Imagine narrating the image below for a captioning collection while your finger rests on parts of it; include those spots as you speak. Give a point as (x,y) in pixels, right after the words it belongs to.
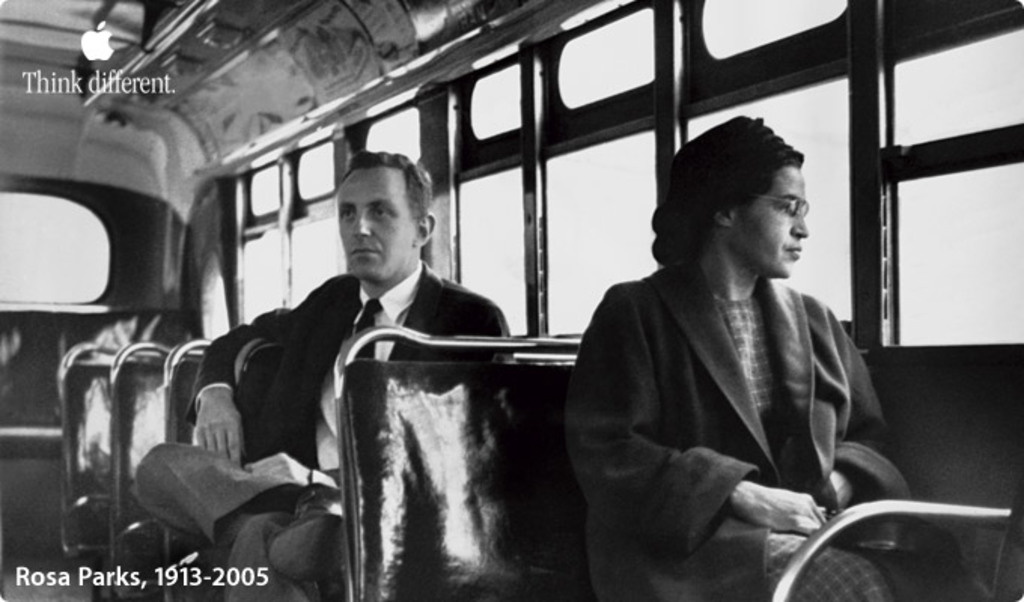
It looks like a black and white picture. We can see the inside view of a vehicle (98,129) and there are two people (267,321) sitting on the seats (425,365). Behind the people (647,289) there are windows (485,178). On the image there are watermarks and a logo (97,44).
